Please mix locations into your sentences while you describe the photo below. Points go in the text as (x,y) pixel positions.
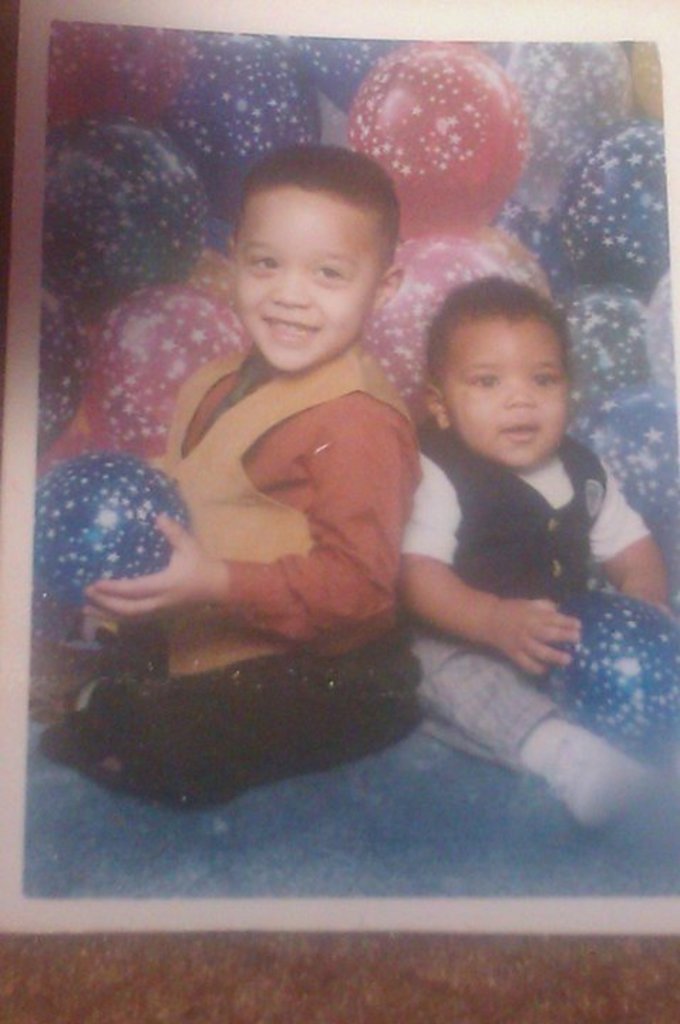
In the picture we can see a photograph (190,833) of two small boys (551,406) sitting together and holding balls (596,707) in their hands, and behind them we can see many balls (469,111) which are blue in color and some are pink in color.
